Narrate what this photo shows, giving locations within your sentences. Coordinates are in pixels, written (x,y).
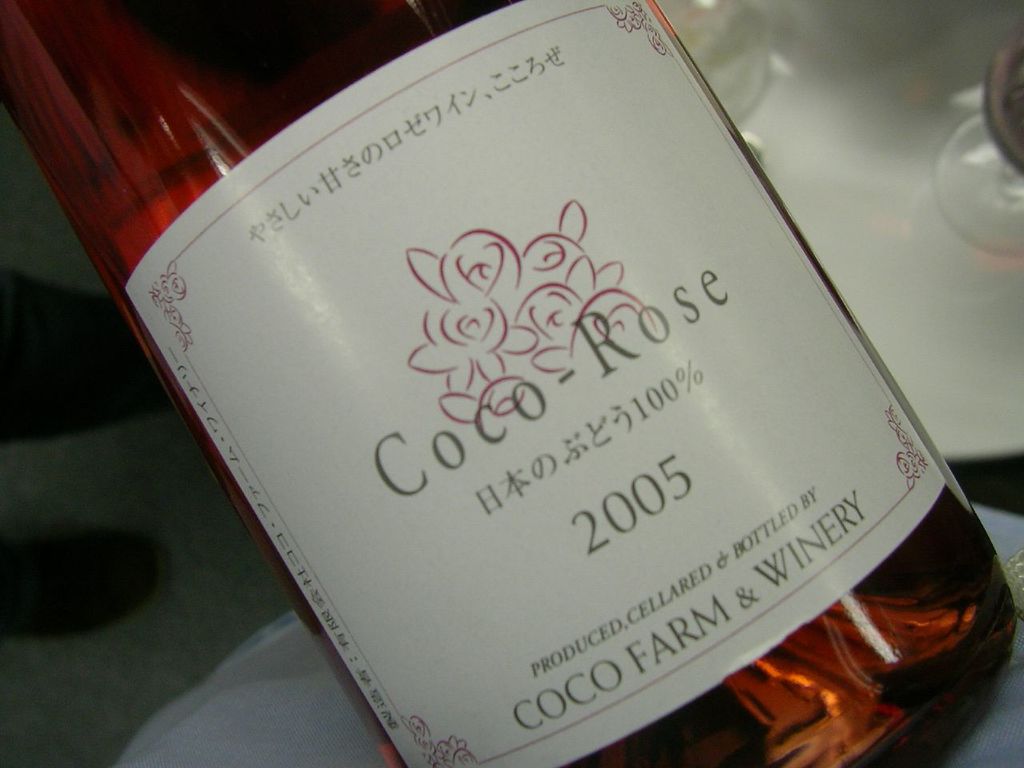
In this image I can see a bottle (170,161) which is red in color and a white colored sticker (353,398) attached to the bottle (427,396). I can see few glasses (754,77), a white colored object (280,735) and few black colored objects (78,575) in the background (76,365).
